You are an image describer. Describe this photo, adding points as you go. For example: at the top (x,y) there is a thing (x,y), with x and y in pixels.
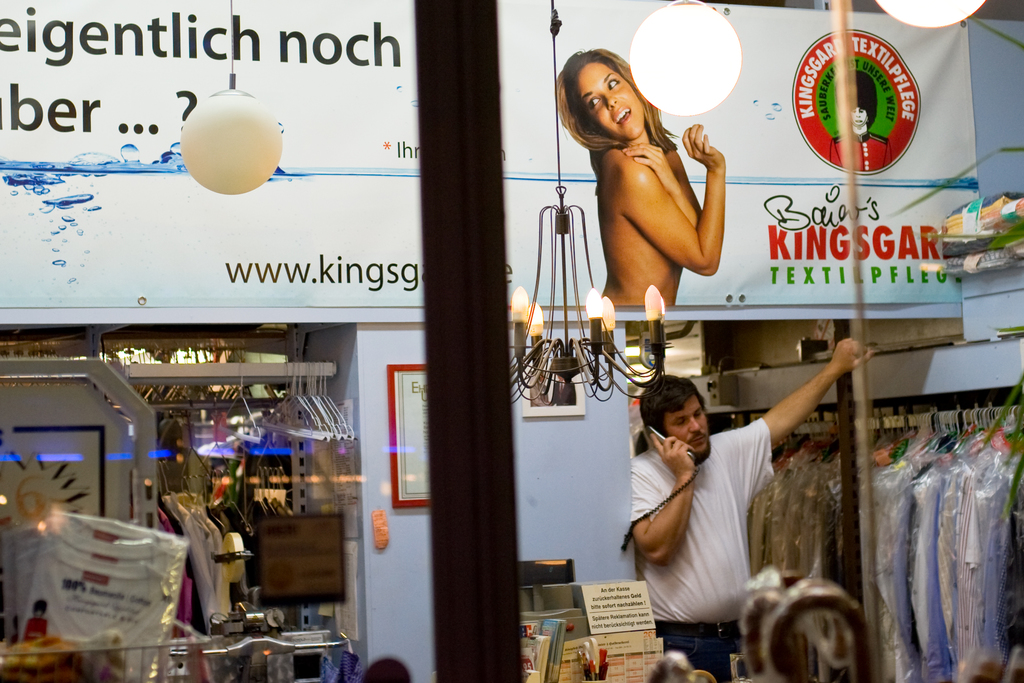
In this image we can see a person (735,544) standing and holding a phone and the place looks like a store (860,528) with some objects (958,603) and there is a wall (374,541) with photo frames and we can see the chandelier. There is a board (317,114) with some text (52,48) and a picture (628,76) of a person (616,80).
